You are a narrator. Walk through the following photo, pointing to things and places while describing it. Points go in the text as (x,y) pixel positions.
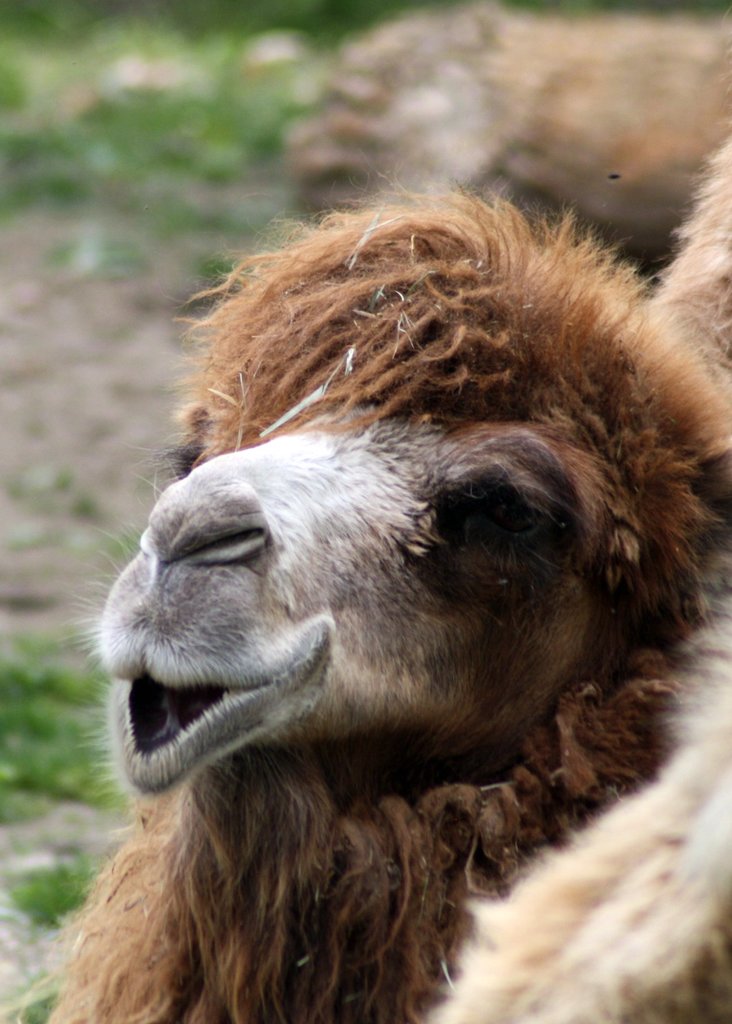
There is a camel (414,1010) and the background (474,10) is blurred.
